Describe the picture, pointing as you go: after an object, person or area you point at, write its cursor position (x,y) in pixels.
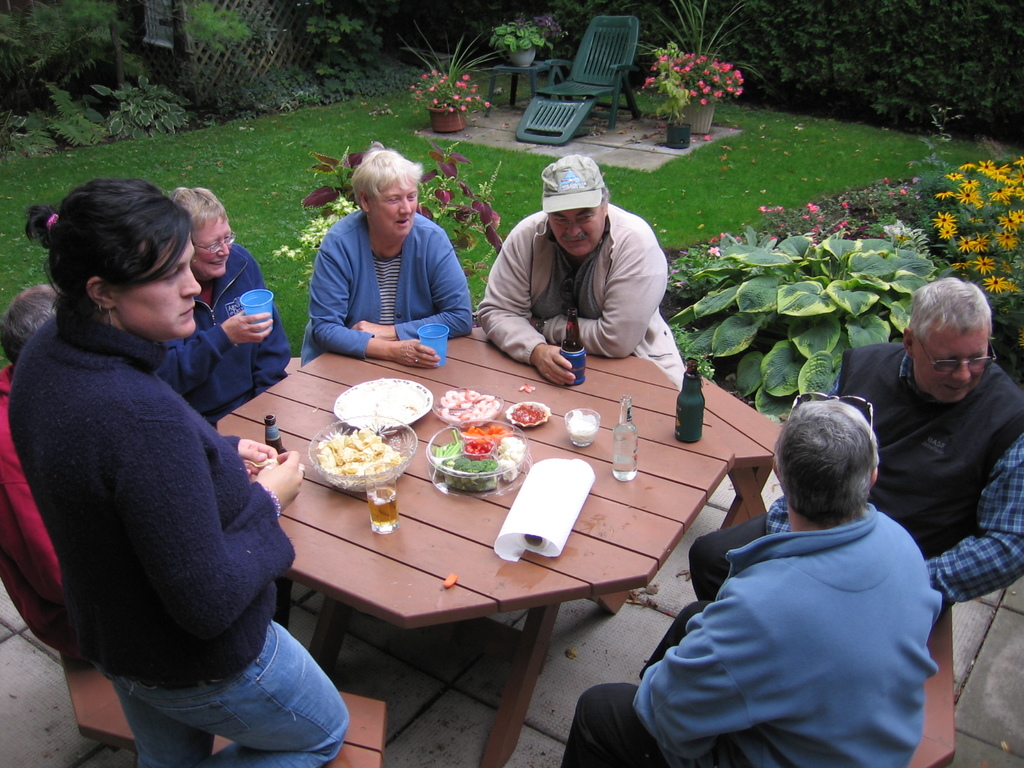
There are so many peoples (926,482) are sitting and a woman (153,482) standing in front of a table (658,567) where there is a food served and bowls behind them there is a beautiful garden (626,162) with a chair (597,71) in the middle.
